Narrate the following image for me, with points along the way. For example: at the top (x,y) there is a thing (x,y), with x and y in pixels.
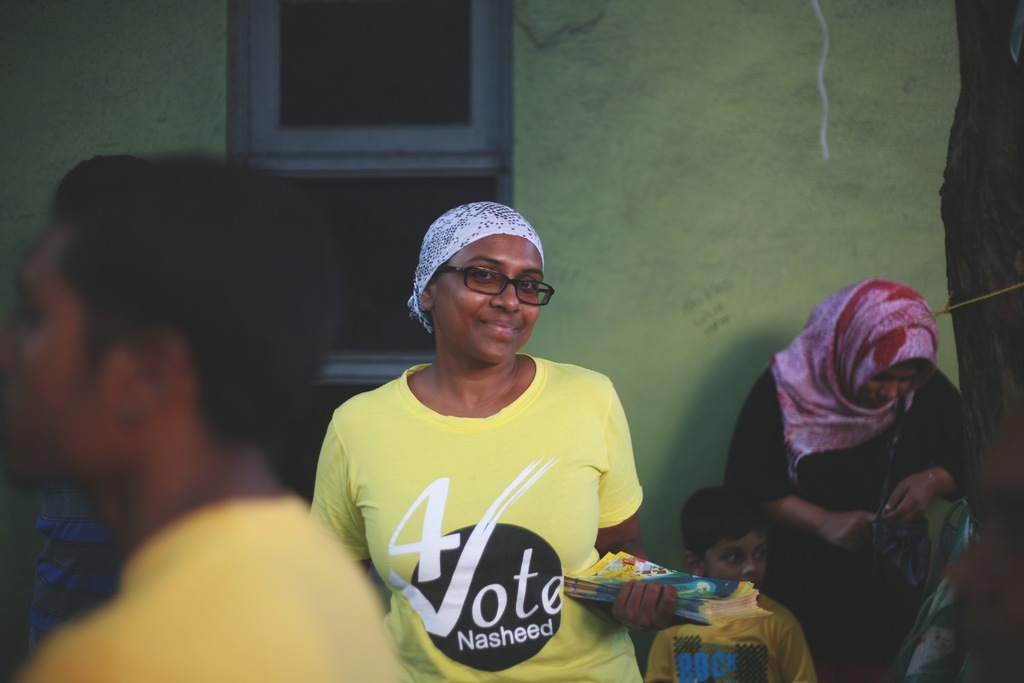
In this image, we can see people (358,435) and there is a lady (462,386) wearing glasses (525,300) and a cap (451,246) and holding some papers (686,612) in her hand (653,586). In the background (842,386), there is another lady (818,428) wearing scarf (861,340) and a bag (879,530) and we can see windows (470,114), a tree trunk (955,155) and a wall (714,94).
